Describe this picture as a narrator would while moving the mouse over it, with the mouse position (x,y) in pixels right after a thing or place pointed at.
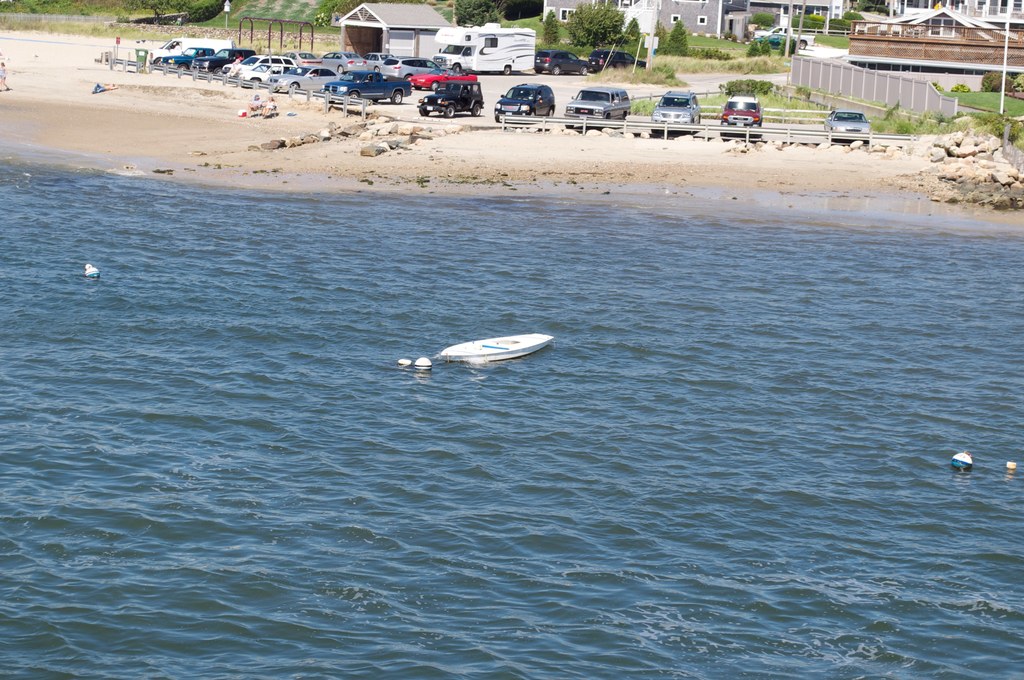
In this image sea (487,305) is there and on the surface (493,370) of sea (504,393) boat (507,354) is present. Background of the image (750,103) cars (543,111) are parked and few trees (593,47) and plants (749,70) are there and buildings (856,24) are present.
